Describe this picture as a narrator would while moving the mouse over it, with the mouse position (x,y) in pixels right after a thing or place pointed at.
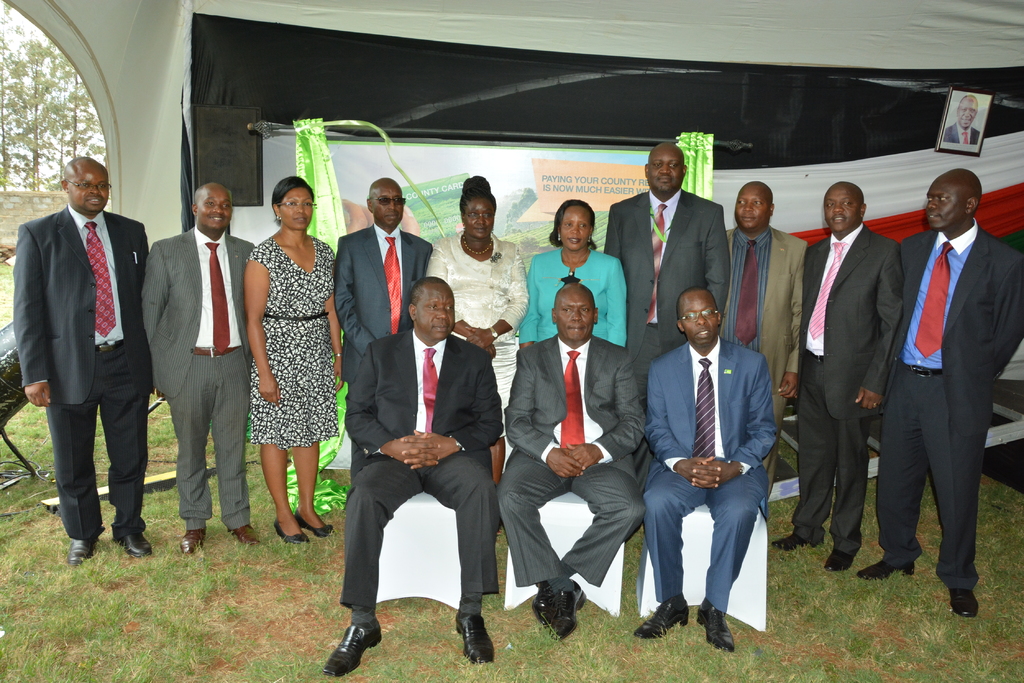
In this picture I can see few people (765,248) are standing, few people (556,434) are sitting on the chairs (561,555), behind there is a banner (528,160) and photo frame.
